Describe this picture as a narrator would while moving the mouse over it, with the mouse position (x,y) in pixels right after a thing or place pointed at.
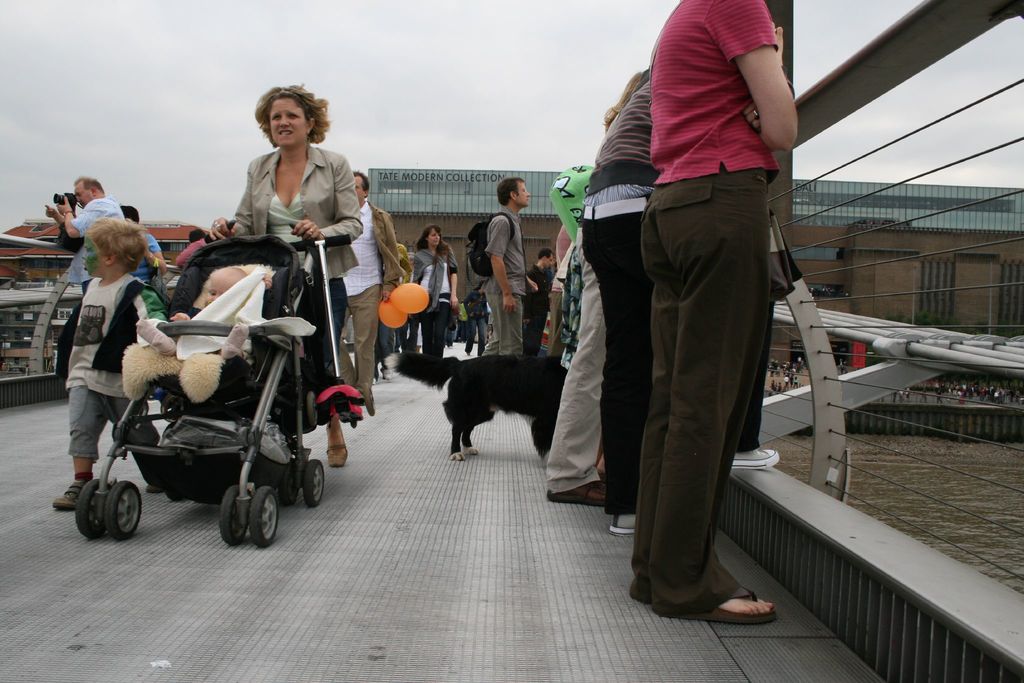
In this picture we can see a group of people (600,215) where some are standing and some are walking on a platform (389,477), dog (453,381), balloons (380,314), stroller (264,330), camera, buildings (793,246), water (982,461) and in the background (644,16) we can see the sky (288,80) with clouds (380,58).
